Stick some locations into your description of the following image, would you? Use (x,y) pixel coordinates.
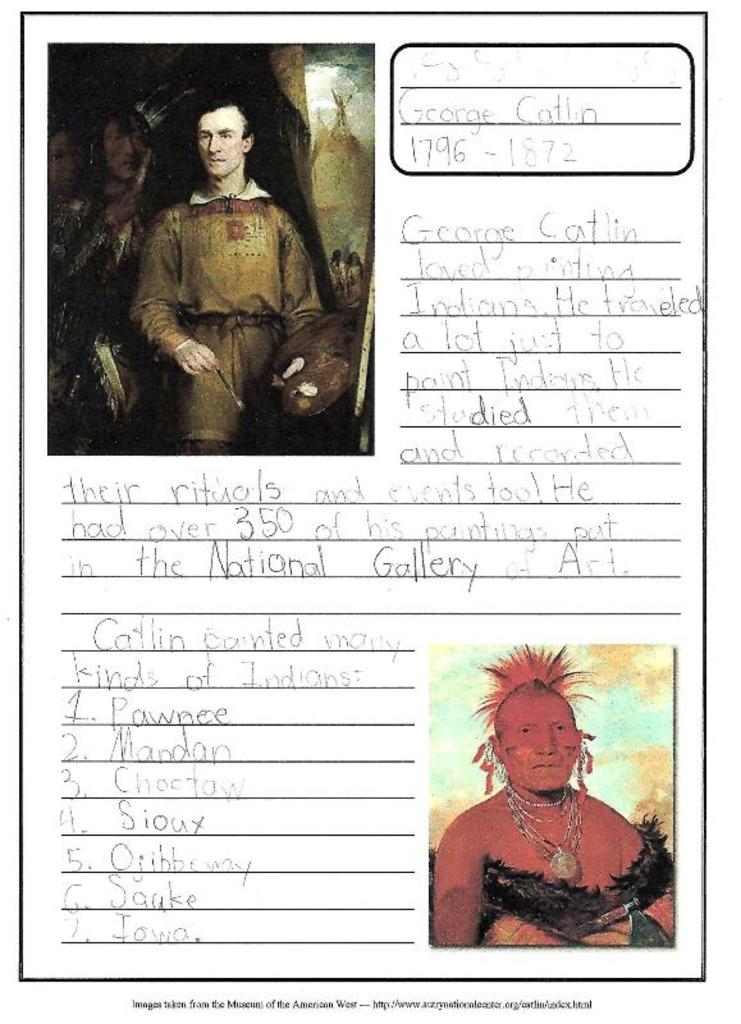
Pictures (543,762) are on this page (537,593). Something written on this page (223,725). In these pictures (531,824) we can see ancient people (257,221).
